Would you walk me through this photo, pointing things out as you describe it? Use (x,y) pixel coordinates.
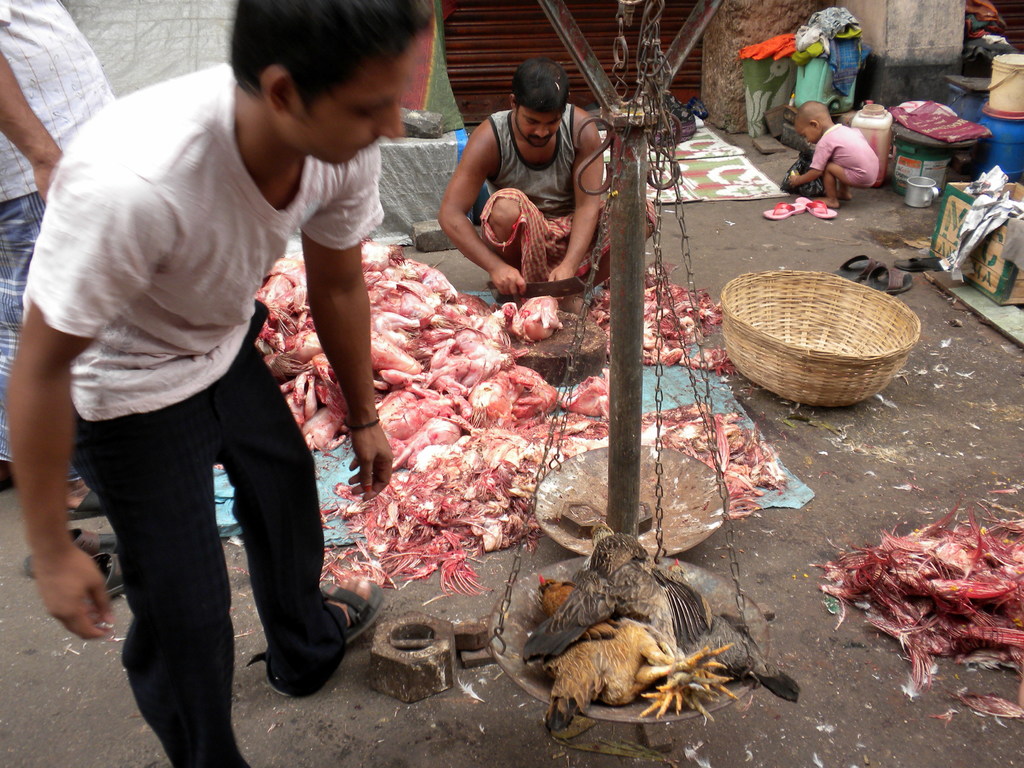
In this picture I can see many chickens (425,264) on this carpet (671,426). At the top (509,159) there is a man (544,161) who is cutting the chicken pieces (526,318). On the left (158,272) there is a man (54,277) who is standing near to the weight machine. On the right (856,138) there is a baby boy (846,125) who is squatting near to the shelter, barrel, box (1006,186), clothes (850,60), carton boxes (955,217) and other objects (829,76).
